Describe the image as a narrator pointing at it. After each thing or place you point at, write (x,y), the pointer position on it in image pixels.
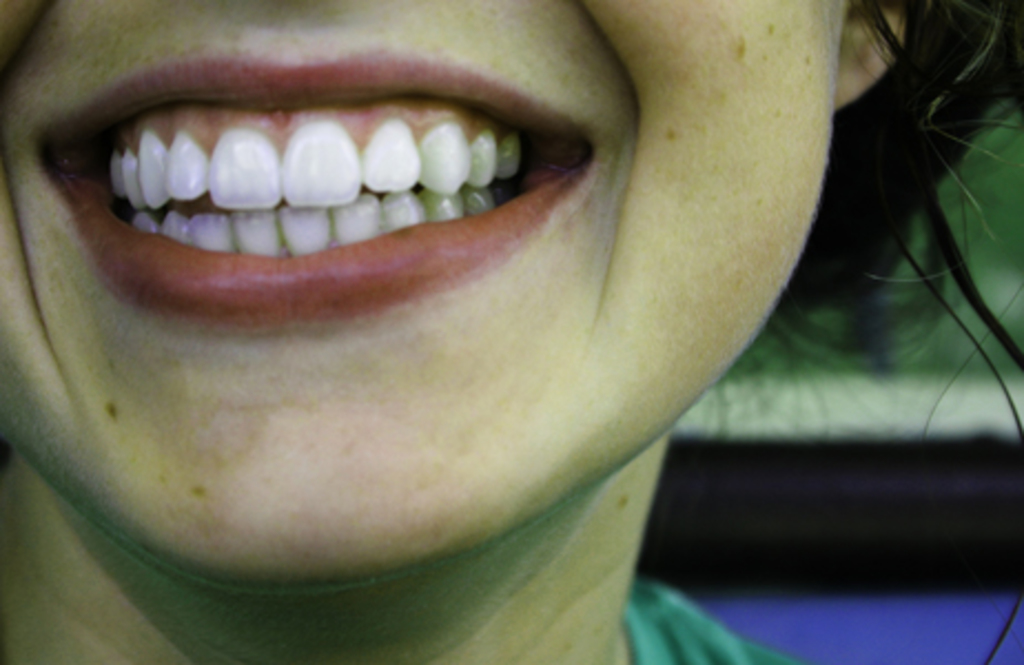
In this image we can see a person (385,475). We can see the teeth (317,176) and lips (357,273) of a person (367,205).
